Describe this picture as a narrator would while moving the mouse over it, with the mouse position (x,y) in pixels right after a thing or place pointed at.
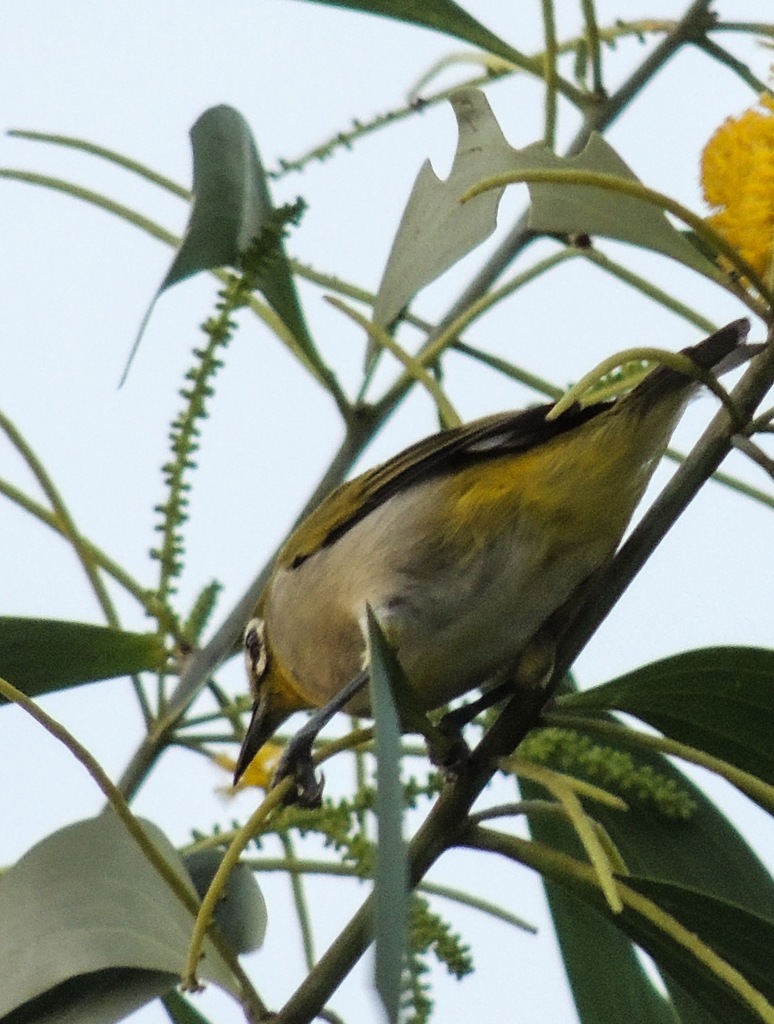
In the picture we can see a plant (649,535) with some leaves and a bird (467,641) sitting on the stem (761,362) and in the background (353,260) we can see a sky (315,223).
